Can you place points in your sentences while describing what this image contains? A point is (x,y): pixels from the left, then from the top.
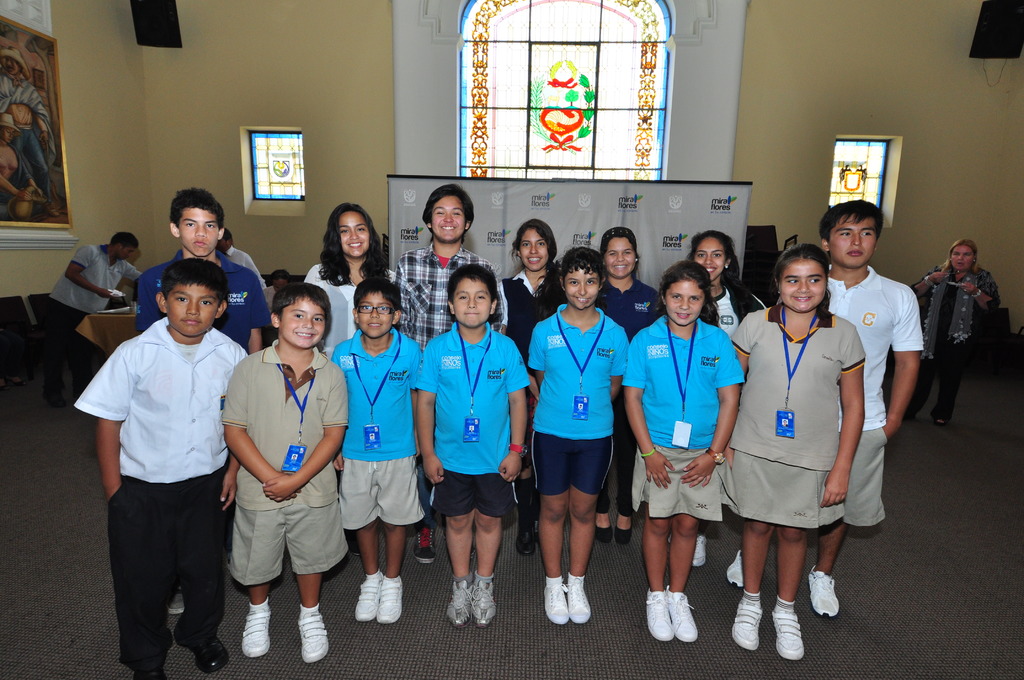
In this picture I can see a group of children (607,420) in the middle (555,233), in the background (568,235) there is a banner (568,235) and there are stained glasses (526,132), on the left side (40,344) I can see some chairs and a photo frame (50,125) on the wall (107,196). On the right side (937,360) there is a woman (958,355).
